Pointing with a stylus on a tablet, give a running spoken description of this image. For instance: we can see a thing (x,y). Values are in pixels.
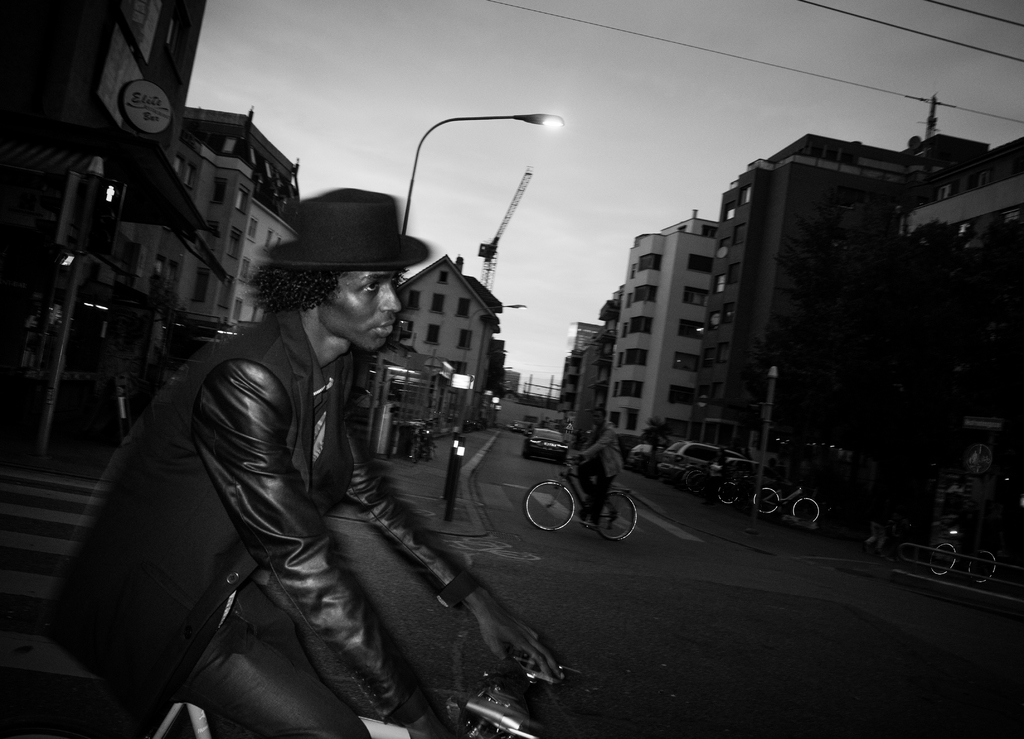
The picture is taken on a road (533,694). There are few people (583,468) riding bicycle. Few bikes (778,493) and cars (644,450) are parked beside the road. On the either sides there are buildings (176,277), light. On the road (540,470) a car (534,445) is moving. In the foreground (241,336) a man (244,473) is riding bicycle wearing jacket (236,423) and hat (316,253).
